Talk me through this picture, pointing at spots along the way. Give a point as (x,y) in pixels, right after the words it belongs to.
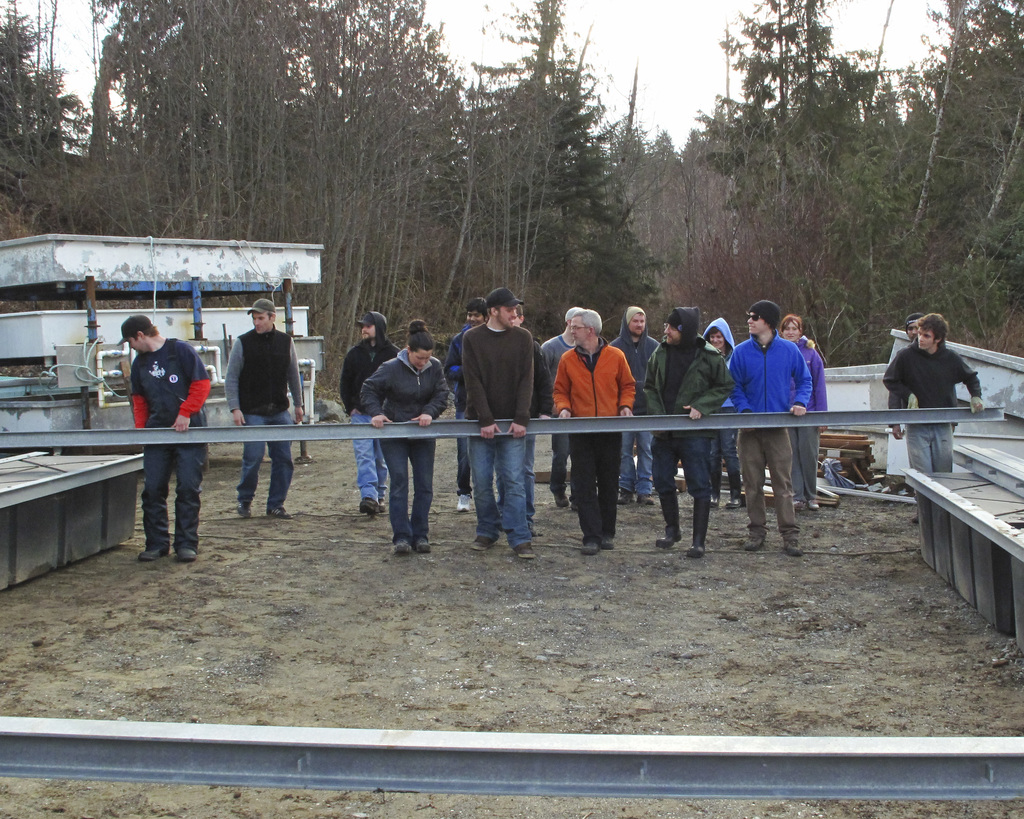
In this image I can see the group of people (404,519) with different color dresses (387,413). I can see few people (251,401) are wearing the caps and few people (492,431) are holding the metal object (635,425). I can see few more metal objects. In the background (406,301) I can see many objects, tanks (44,344), trees (565,137) and the sky (638,109).
